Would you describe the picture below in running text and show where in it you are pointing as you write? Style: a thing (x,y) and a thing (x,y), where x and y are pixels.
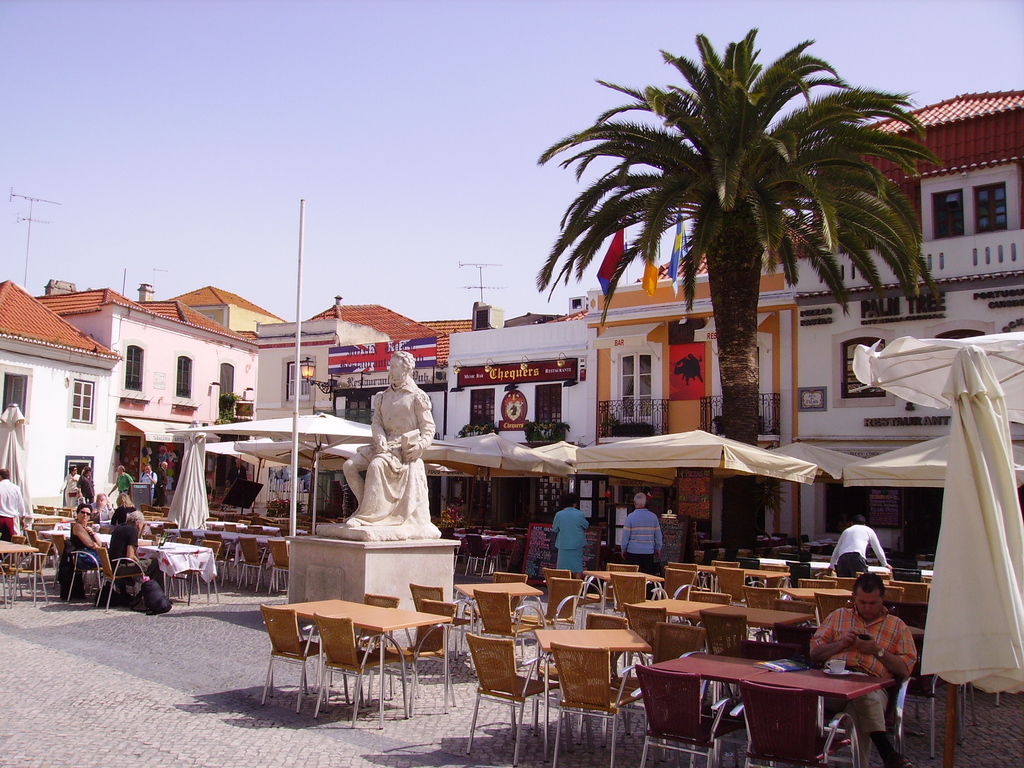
In this image at the center (396,398) there is a statue (400,413) and we can see a few people (821,648) are sitting on the chairs (147,511). In front of them there are tables (793,671). On the backside (877,313) there are buildings (636,369). In front of the building (760,350) there is a tree (780,220) and there are flags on the building (665,343). There are tents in front of the building (617,305). In the background (500,128) there is sky (390,57).
